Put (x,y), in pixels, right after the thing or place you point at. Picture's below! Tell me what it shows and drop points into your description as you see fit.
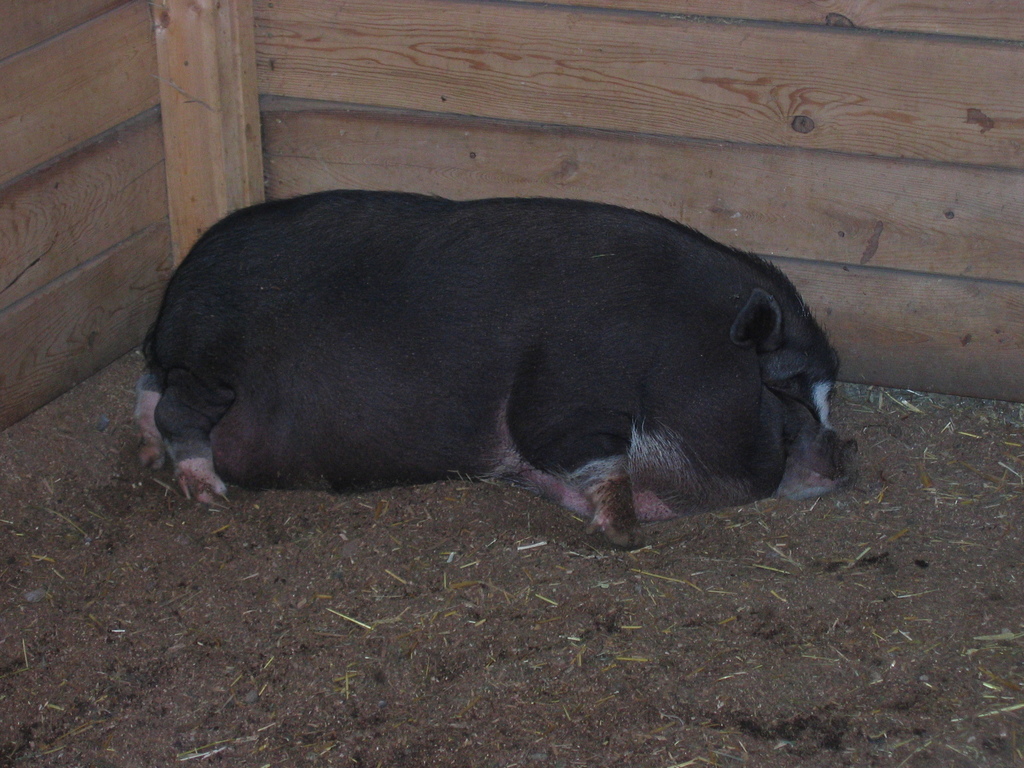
In this picture, we can see an animal (543,366) lying on the ground (542,599), and we can see wooden object (495,121) in the background (308,106).
